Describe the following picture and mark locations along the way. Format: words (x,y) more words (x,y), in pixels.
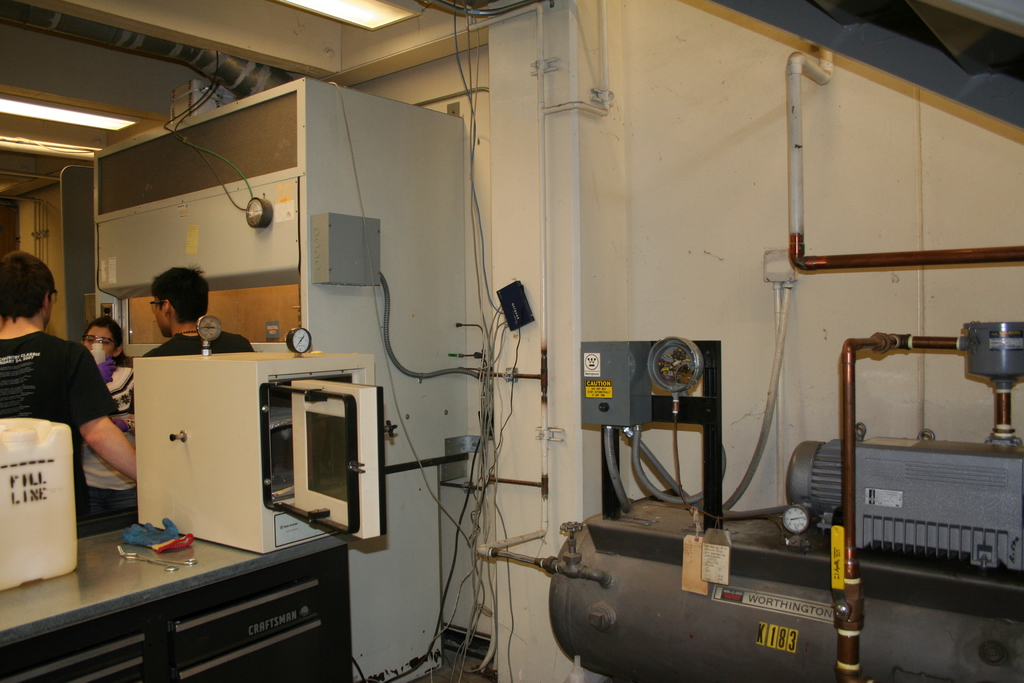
In this picture we can see there are three people (103,363) standing and behind the people (53,355) there are some machines (325,464), cables (480,476), a glove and some objects (564,614). On the right side of the machines (370,350) there is a wall (667,187) with pipes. At the top (71,117) there are lights (333,14).
